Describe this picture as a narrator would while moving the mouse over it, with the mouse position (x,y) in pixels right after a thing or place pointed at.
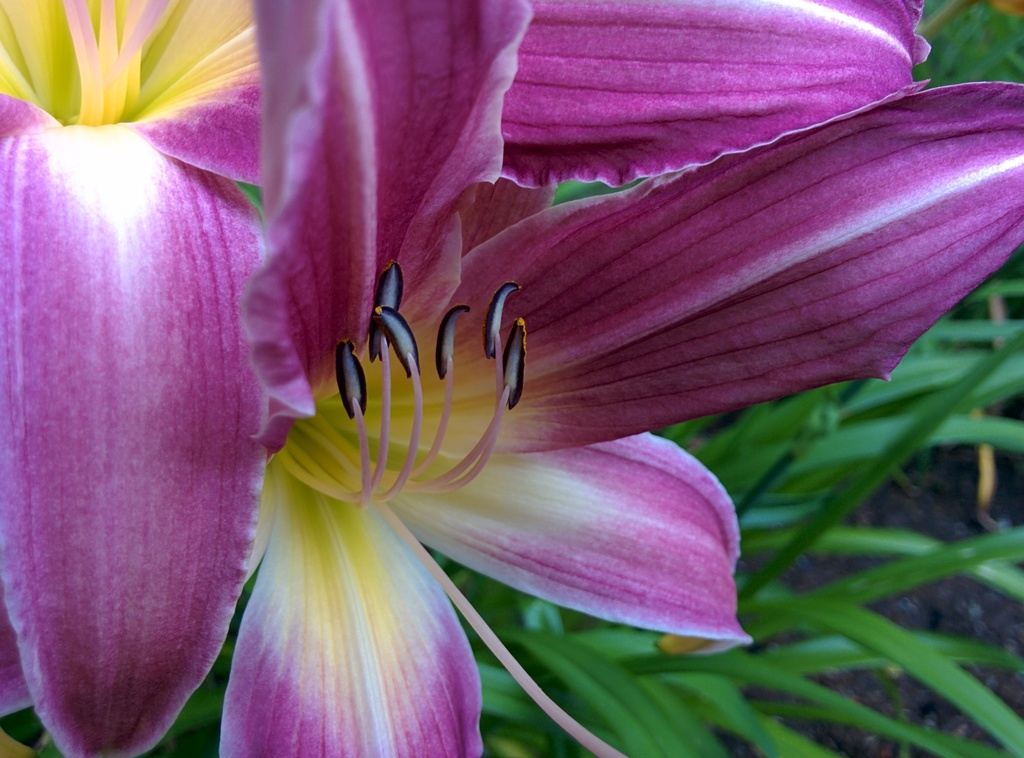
Here we can see flowers (345,311) and leaves (812,551).
